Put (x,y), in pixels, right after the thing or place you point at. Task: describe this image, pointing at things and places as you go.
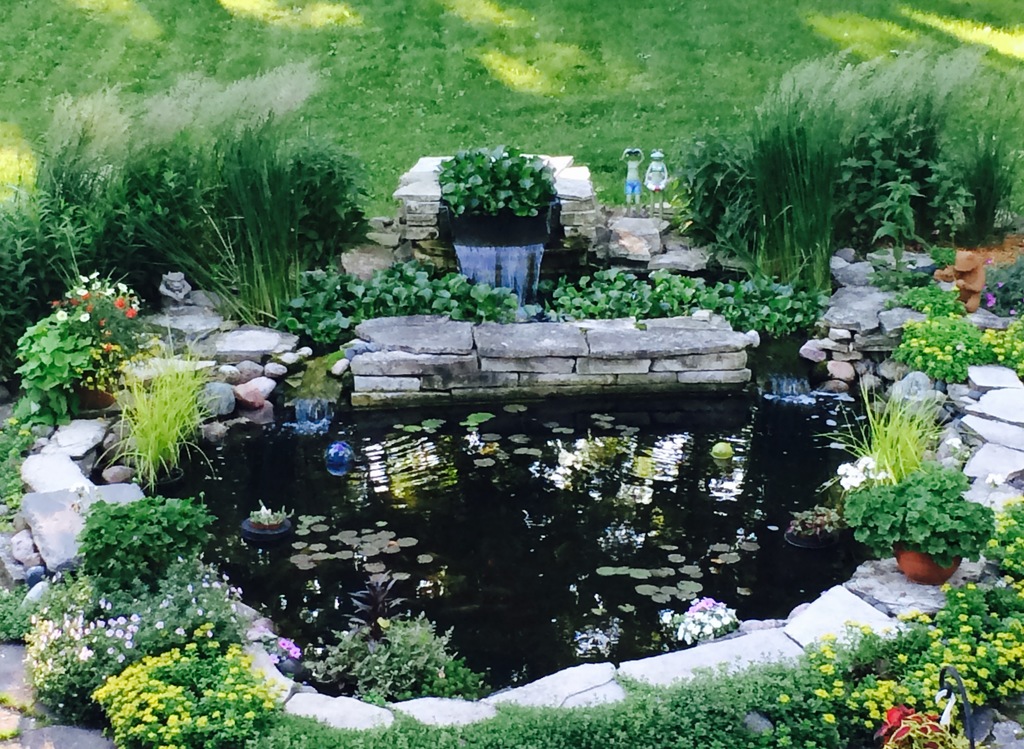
In this image there is a pond (409,487), in the pond (333,573) there are leaves (348,534) and few flowers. Around the pond (228,479) there are flowers (966,636), plants (878,505) and rocks (945,406). In the background (238,57) there is a surface of the grass (616,69).
